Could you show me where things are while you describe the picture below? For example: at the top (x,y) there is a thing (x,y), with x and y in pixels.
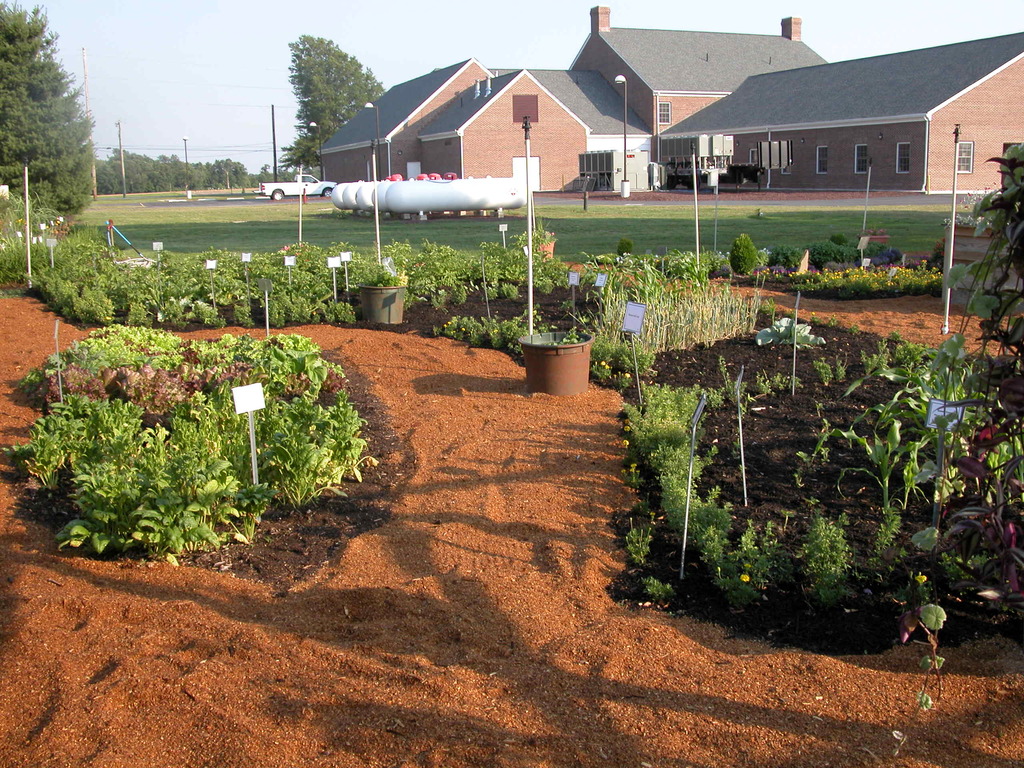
This image consists of plants (262,471). At the bottom (493,635), there is soil (493,635). In the background (414,163), we can see the tanks (439,193) and a house (977,133). On the left (306,186), there is a car (277,191). In the background (180,165), there are trees (32,174). At the top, there is sky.
